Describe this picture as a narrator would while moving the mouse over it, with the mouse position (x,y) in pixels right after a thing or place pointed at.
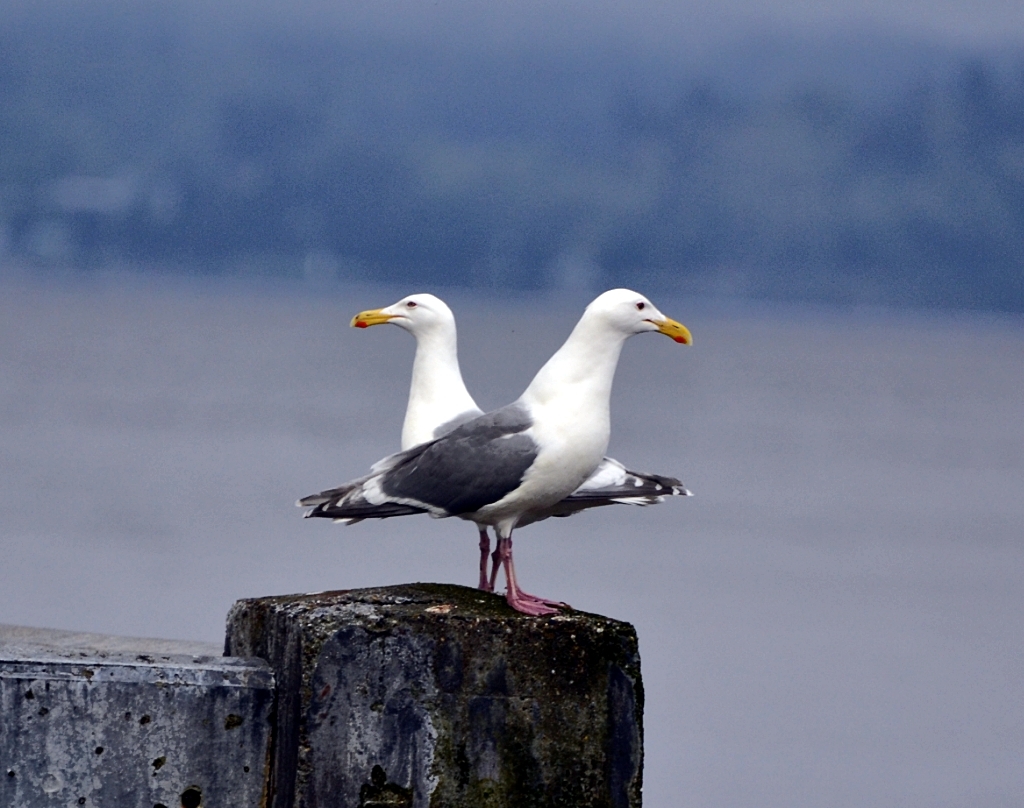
In this image I can see two birds (473,402) on the wall (427,653). The bird's wings (471,472) are in black color. The background (816,165) is blurred.
